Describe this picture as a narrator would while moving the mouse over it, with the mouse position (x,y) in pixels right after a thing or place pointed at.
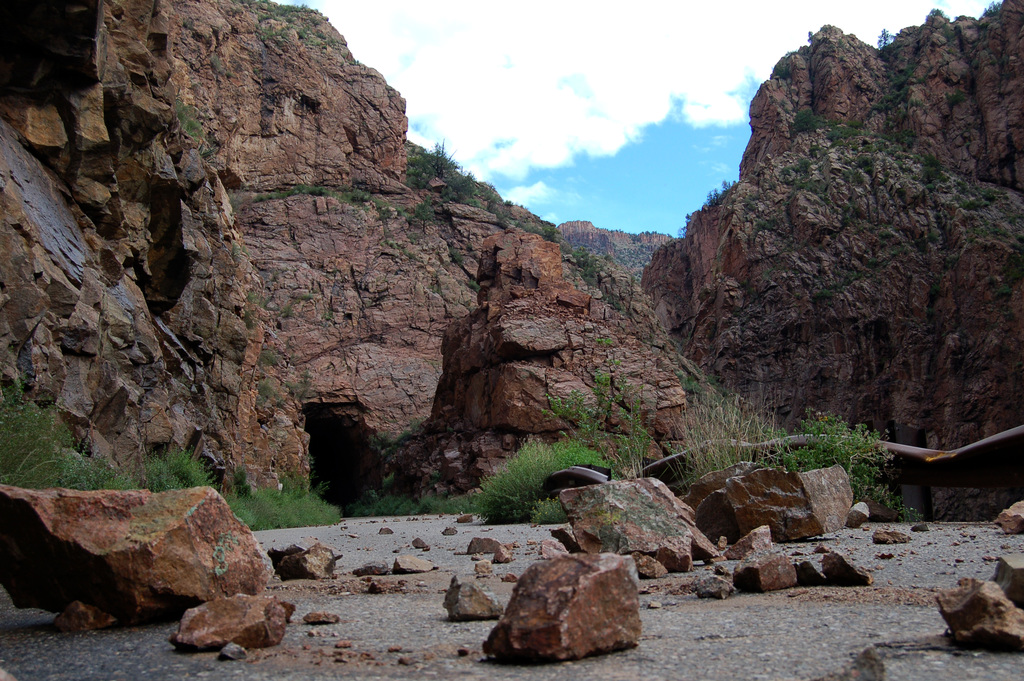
In this picture in the front (813,518) there are stones (543,556). In the center (612,444) there are plants (612,444). In the background (444,273) there are mountains (469,220) and the sky (585,93) is cloudy.
